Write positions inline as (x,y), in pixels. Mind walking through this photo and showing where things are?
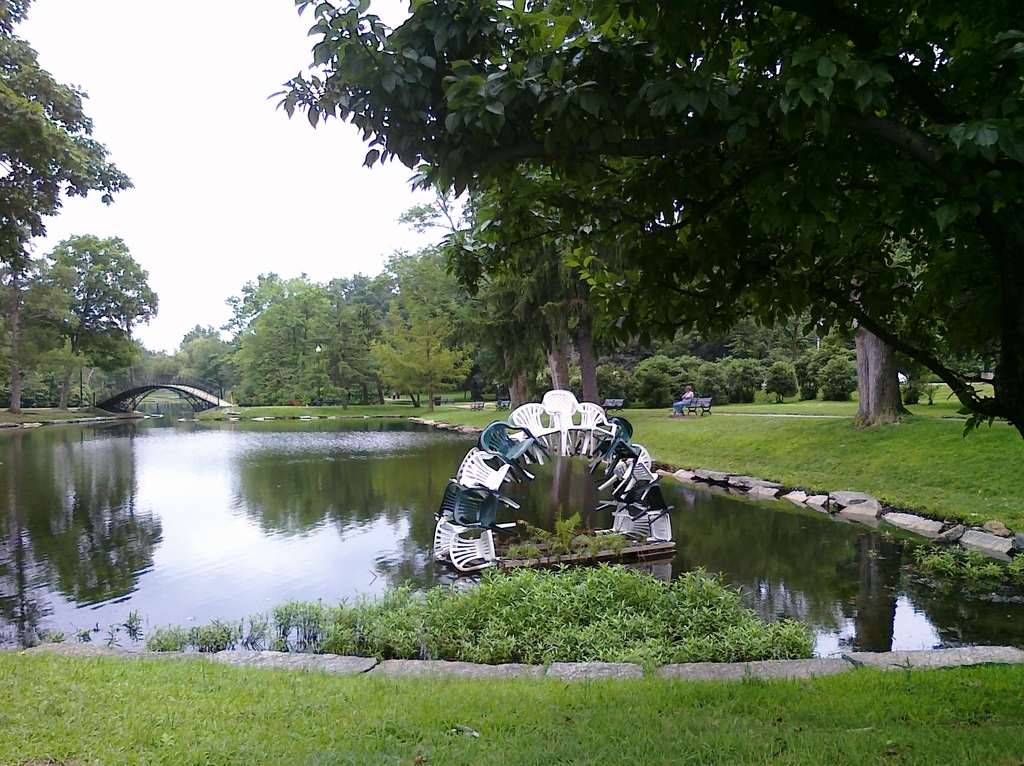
In this picture we can see chairs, water (809,606), grass (812,456), some stones (793,498), beside this water (780,513) we can see a person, benches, trees (1004,15), bridge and we can see sky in the background (20,31).
